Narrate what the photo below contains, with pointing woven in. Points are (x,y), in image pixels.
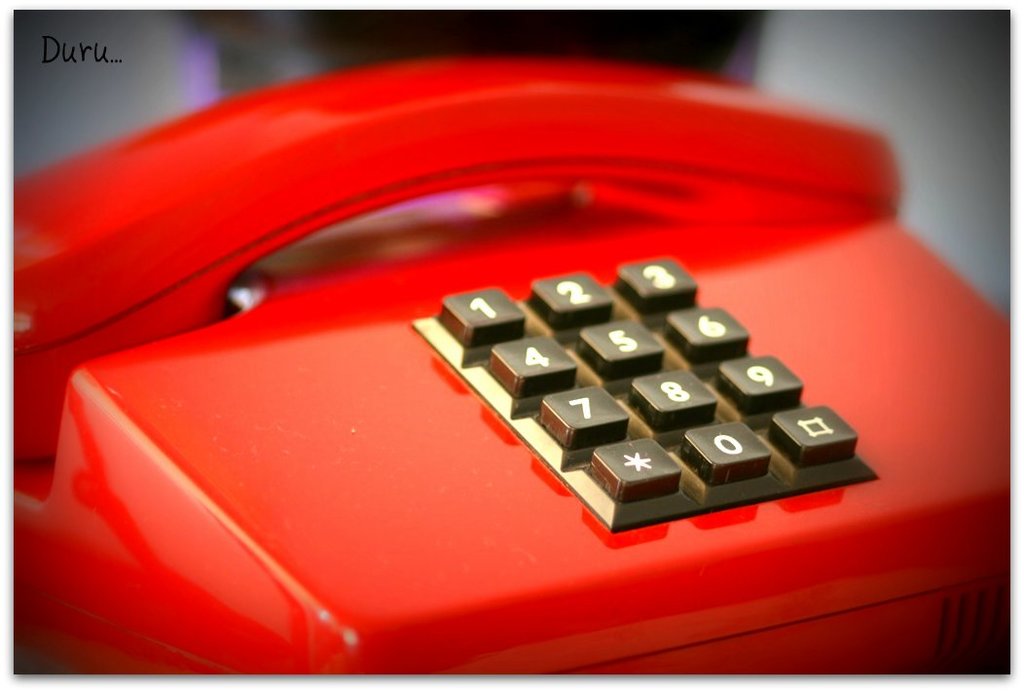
In this picture we can see a red telephone (349,577) with numbers (603,408) on it and in the background (331,38) it is blurry.
